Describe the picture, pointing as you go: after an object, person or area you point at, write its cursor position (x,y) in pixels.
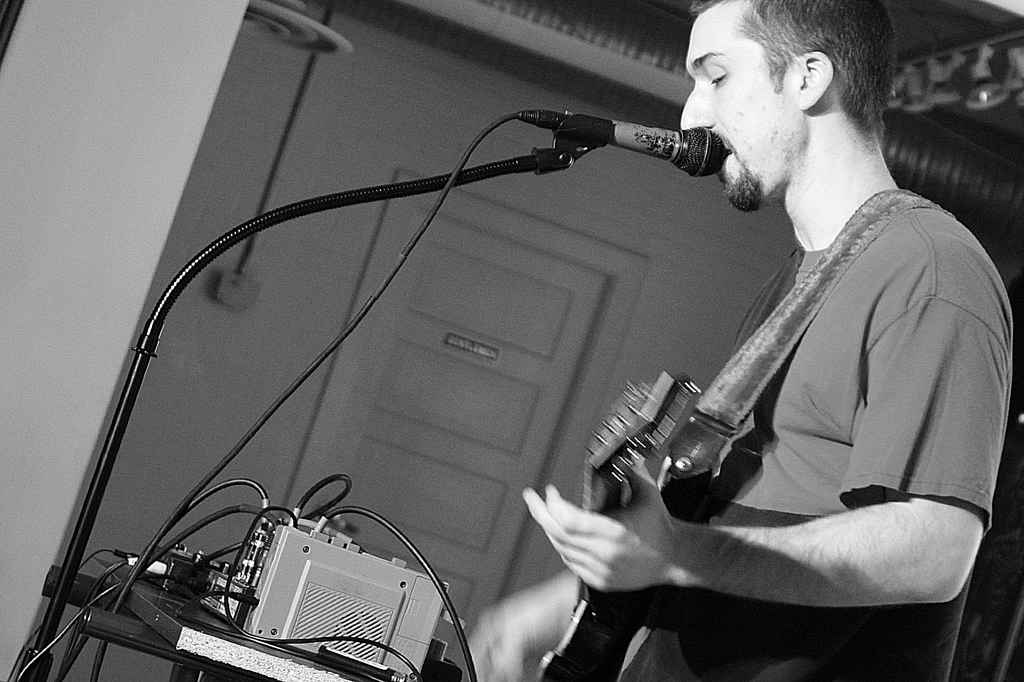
In this picture we can see man (908,317) holding guitar (575,641) in his hand (534,595) and playing it and singing on mic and in background (604,169) we can see wall (422,170), door (407,212), pipe (306,70).
